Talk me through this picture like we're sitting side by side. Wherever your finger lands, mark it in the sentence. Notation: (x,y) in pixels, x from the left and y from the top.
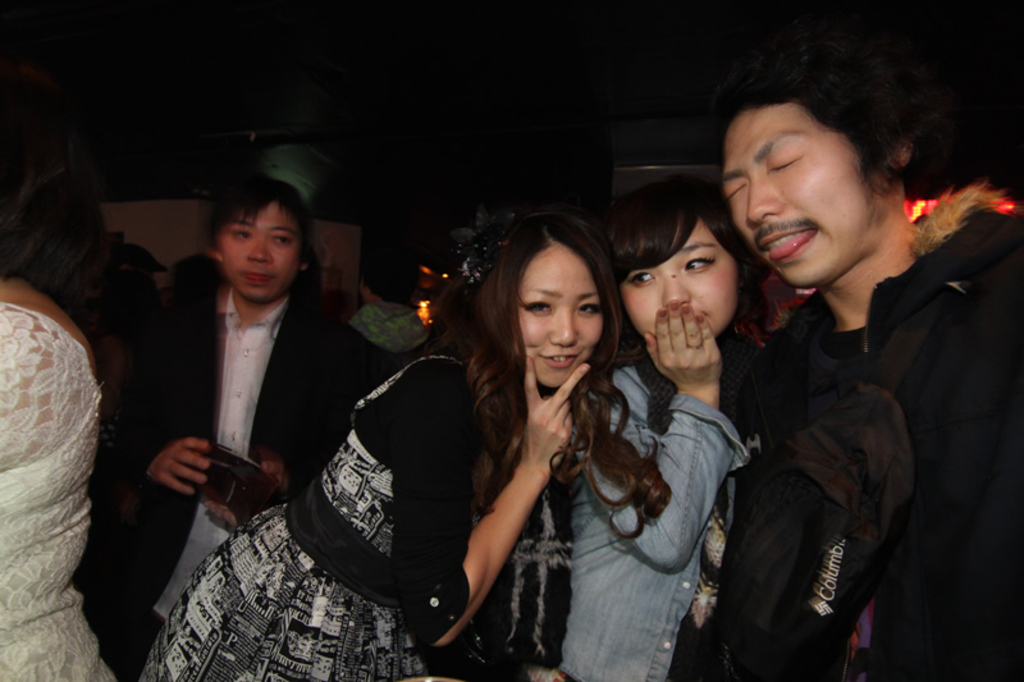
This is an image clicked in the dark. On the right side (837,401), I can see three people (537,463) are smiling and giving pose for the picture. In the background (220,320), I can see some more people (200,417) in the dark.
